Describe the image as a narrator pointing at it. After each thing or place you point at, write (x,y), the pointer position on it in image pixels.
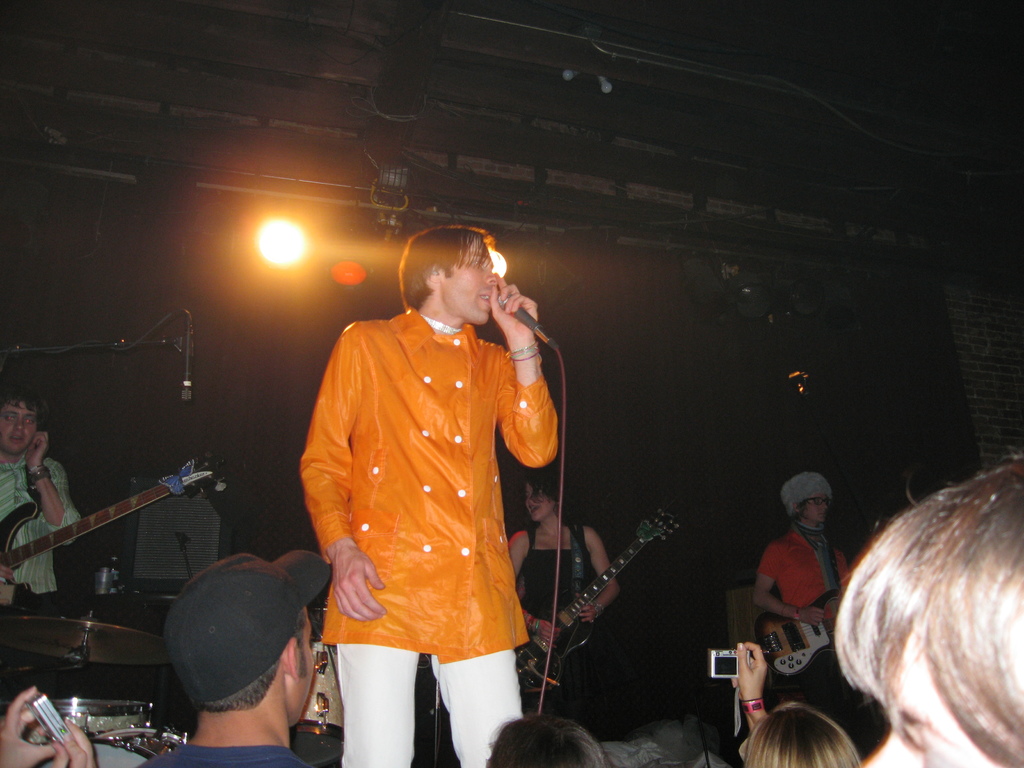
In this image i can see a group of people (462,510) among them, the person (417,515) in the front (400,456) is holding a microphone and behind this person (440,528) the people (51,510) are playing a guitar (578,630).
